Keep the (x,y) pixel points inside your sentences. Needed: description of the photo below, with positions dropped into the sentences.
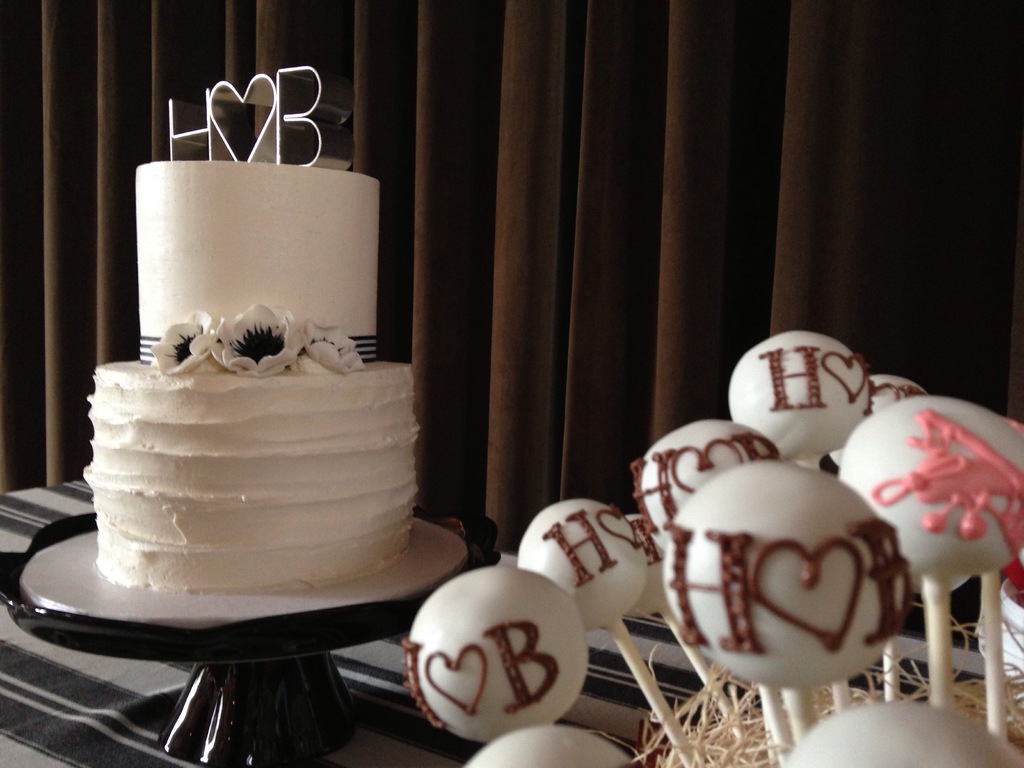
In this image, we can see a cake (278,565) on an object (222,607) is placed on the cloth (145,726). We can also see some food items (840,574) on the right (740,449). We can see the curtains (442,286).
